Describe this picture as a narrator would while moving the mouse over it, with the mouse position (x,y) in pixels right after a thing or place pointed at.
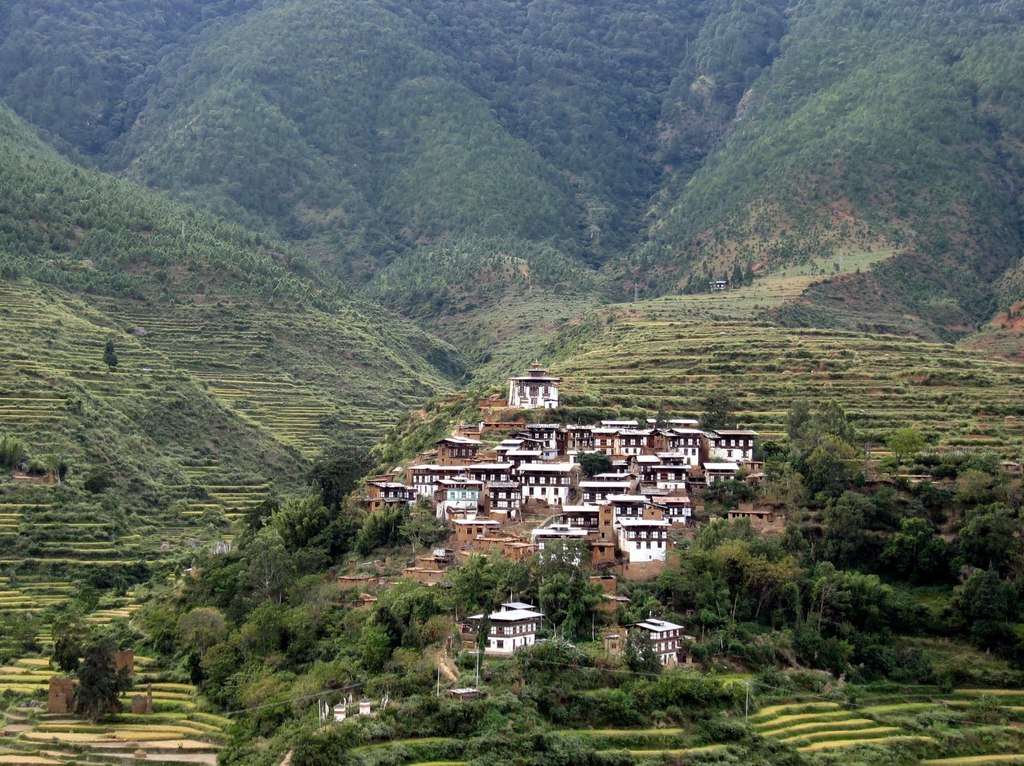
This is an outside view. In the middle of the image (474,494) I can see few buildings (651,484) and many trees (731,652). At the top of the image (371,87) I can see the hills (436,85).
